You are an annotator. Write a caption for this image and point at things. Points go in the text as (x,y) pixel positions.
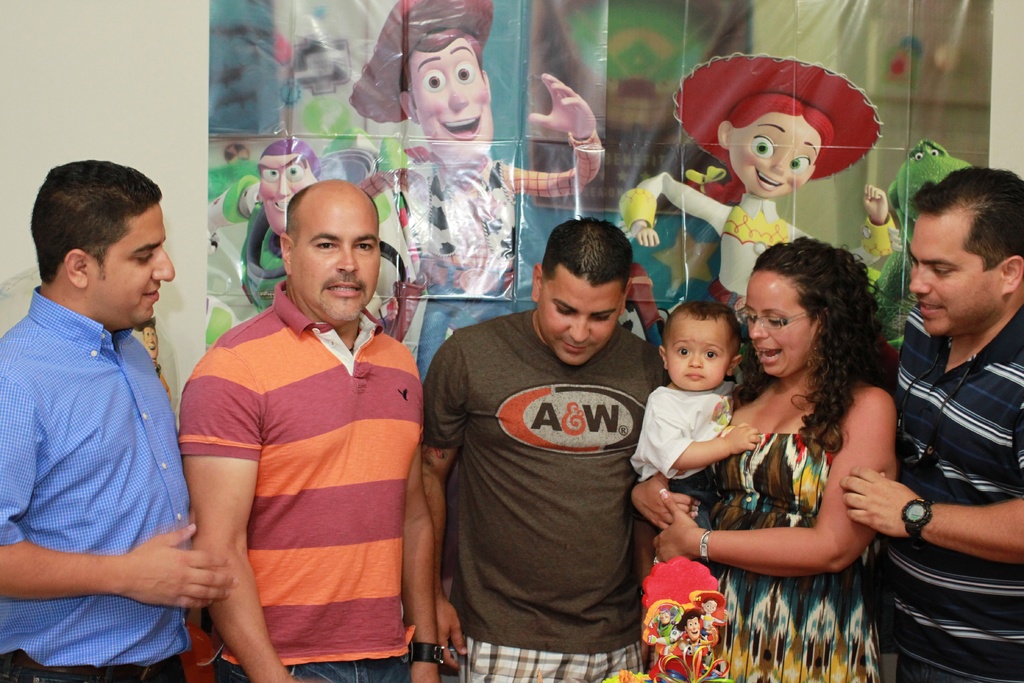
Here I can see few men (606,421) and a woman (740,420) are standing. The woman (782,510) is carrying a baby (678,437) in the hands (694,546) and looking at the downwards. At the bottom of the image (662,666) there is a cake (680,619). At the back of these people (492,349) there is a banner (453,34) which consists of cartoon images (467,173) on it and this banner (273,82) is attached to the wall (119,79).
